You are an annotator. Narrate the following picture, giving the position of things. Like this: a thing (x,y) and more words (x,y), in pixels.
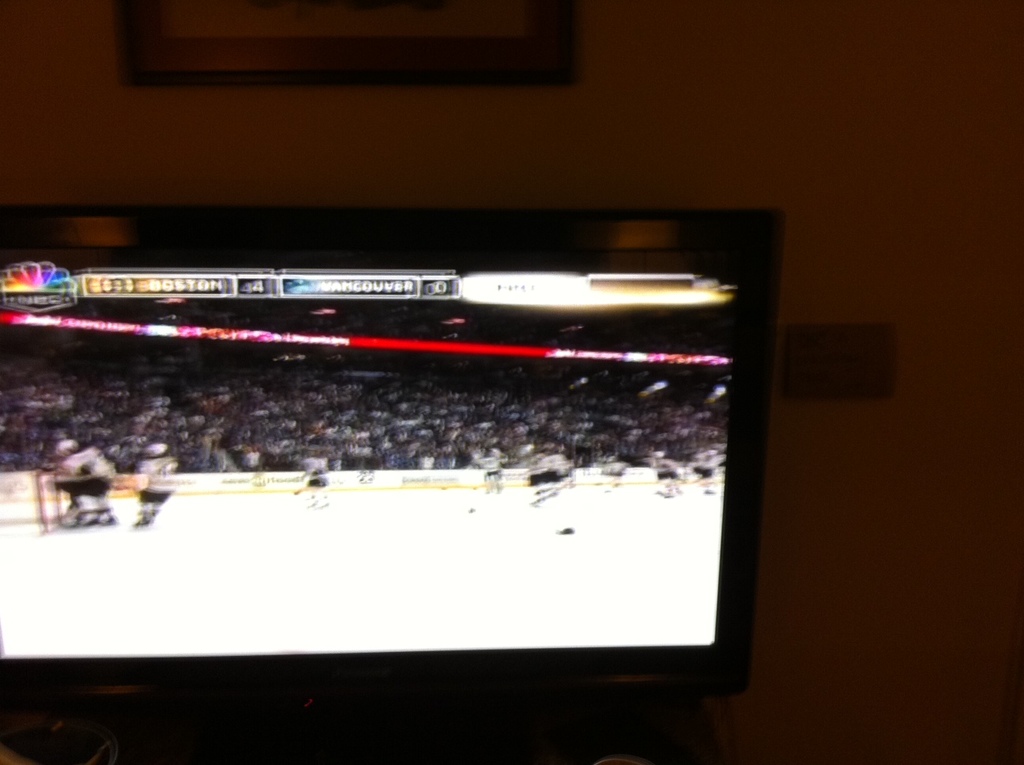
In this picture we can see a screen (398,603) and on this screen (201,583) we can see a group of people (265,417), some people (537,479) on the ground (389,572), some text (337,284) and in the background (141,44) we can see a frame (159,32) on the wall (812,256).
